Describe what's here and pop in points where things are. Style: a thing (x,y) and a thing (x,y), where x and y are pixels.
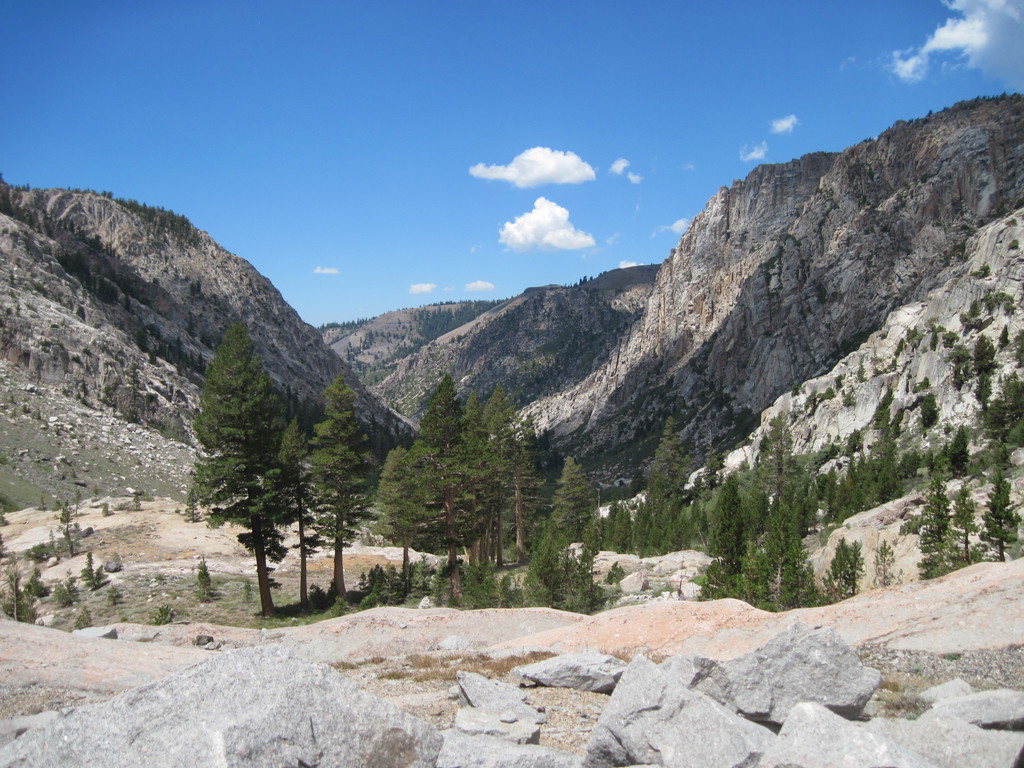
Here we can see stones (298,733) on the ground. In the background (409,475) there are trees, mountains (91,313) and clouds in the sky (463,258).
